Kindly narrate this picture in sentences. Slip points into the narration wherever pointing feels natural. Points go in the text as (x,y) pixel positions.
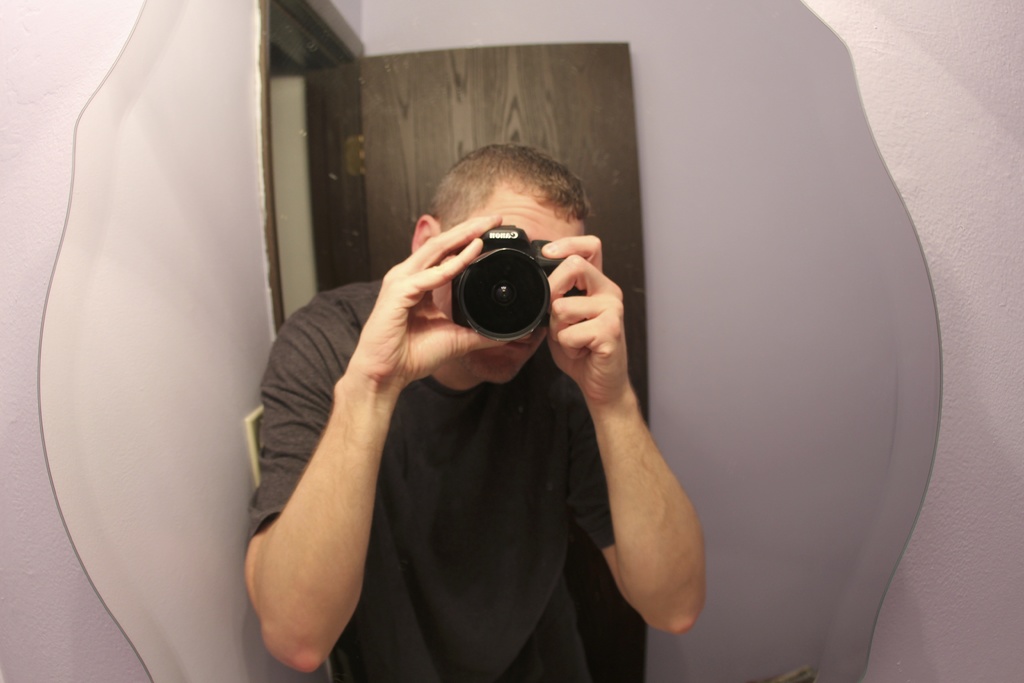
In this image i can see a person (512,401) holding a camera (519,242). In the background (477,94) i can see a door (483,105) and a wall (778,185).
